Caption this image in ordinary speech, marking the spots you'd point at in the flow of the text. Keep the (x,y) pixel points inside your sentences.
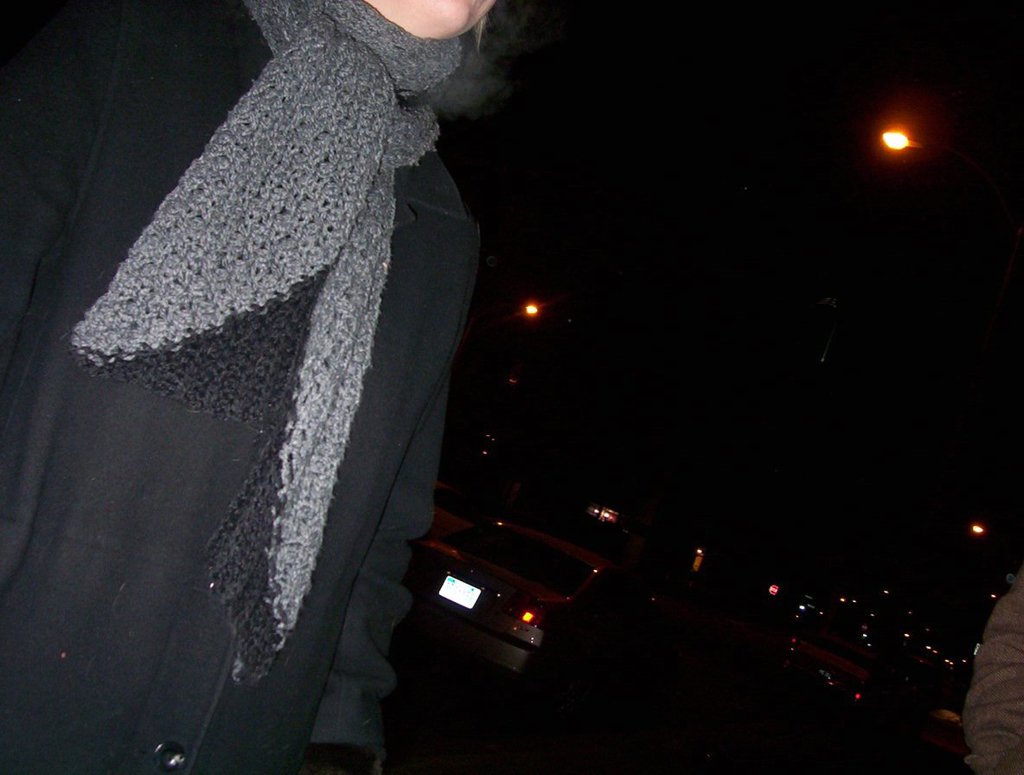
On the left (246,314) we can see a person (278,495). In the background (509,674) there are vehicles (439,610) on the road (640,734), street lights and on the right (999,647) at the bottom corner (988,698) we can see a person hand (1006,673).
